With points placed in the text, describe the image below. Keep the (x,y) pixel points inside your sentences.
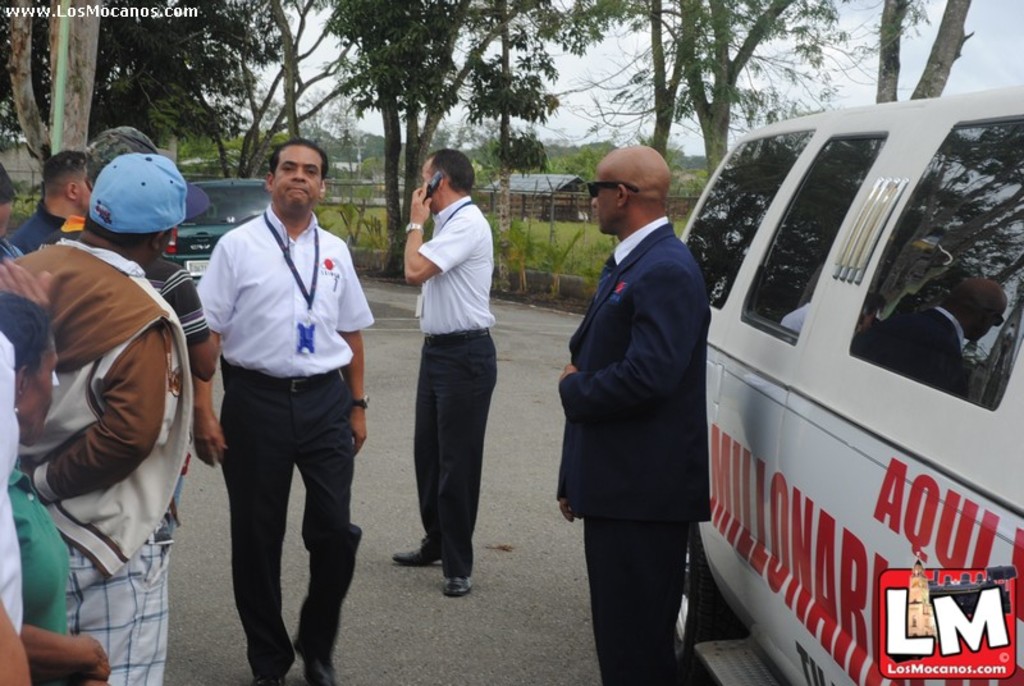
On the top left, there is a watermark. On the left side (153,155), there are persons (4,329) and a vehicle (248,187) on the road (570,571). On the right side (932,431), there is a person (604,295) in a suit (636,559), a person (453,229) in a white color T-shirt (454,237) and a white color vehicle (884,516) on the road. In the background (503,100), there are trees (949,16), buildings (582,183) and grass (557,229) on the ground (590,229) and there are clouds (329,25) in the blue sky (299,29).
